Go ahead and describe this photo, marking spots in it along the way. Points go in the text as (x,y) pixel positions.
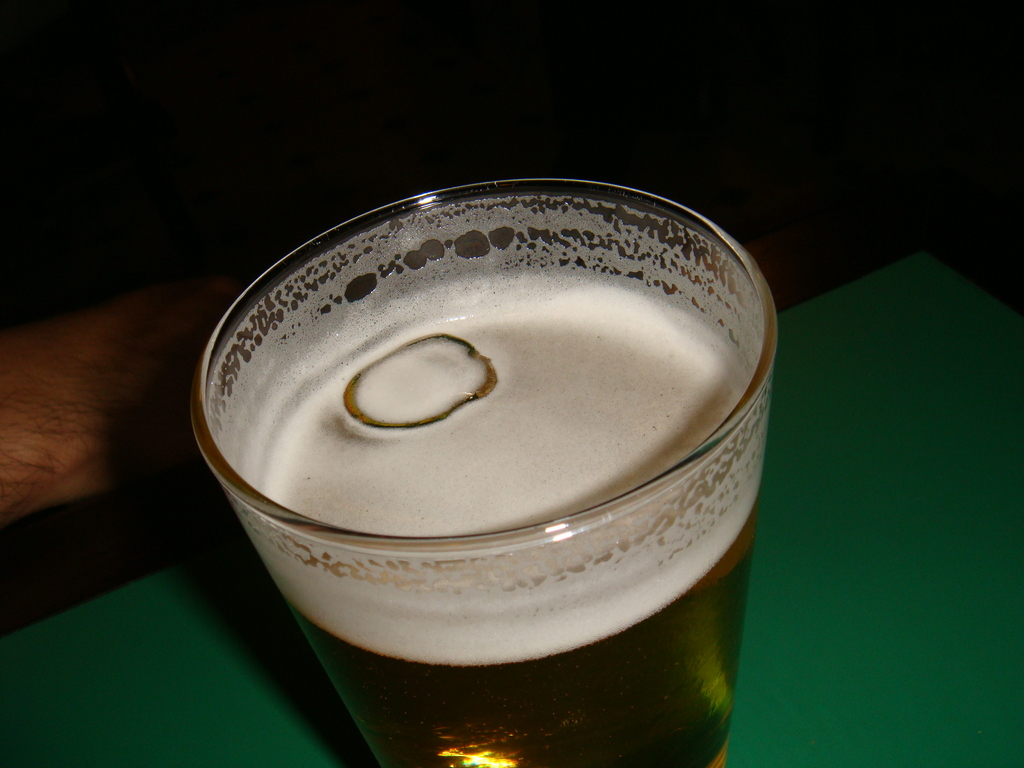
In this image, I see a glass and beer (433,408) in it.
